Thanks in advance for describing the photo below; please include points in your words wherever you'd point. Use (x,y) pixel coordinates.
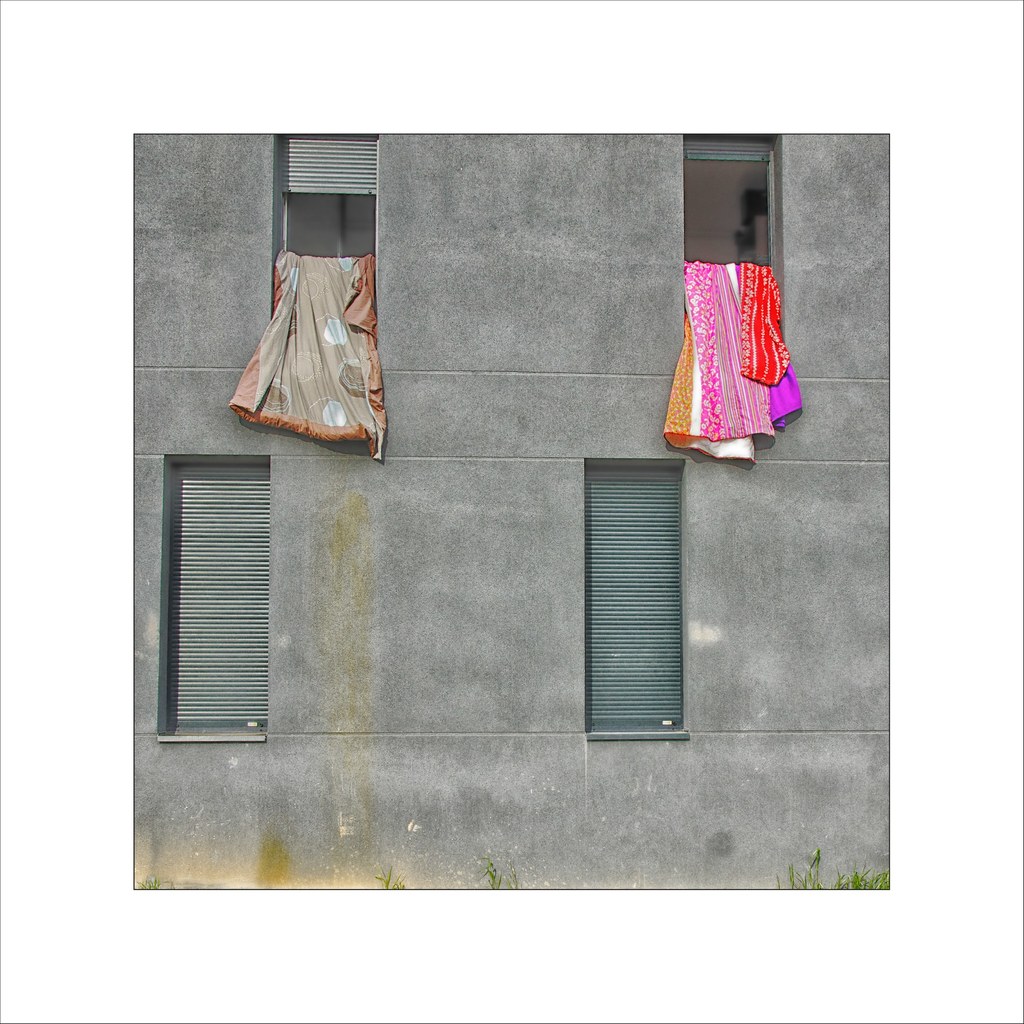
Here in this picture we can see a building (424,288) with windows (241,523) on it over there and we can also see clothes (289,376) hanging through the windows (343,247) over there and at the bottom (488,861) we can see plants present over there.
